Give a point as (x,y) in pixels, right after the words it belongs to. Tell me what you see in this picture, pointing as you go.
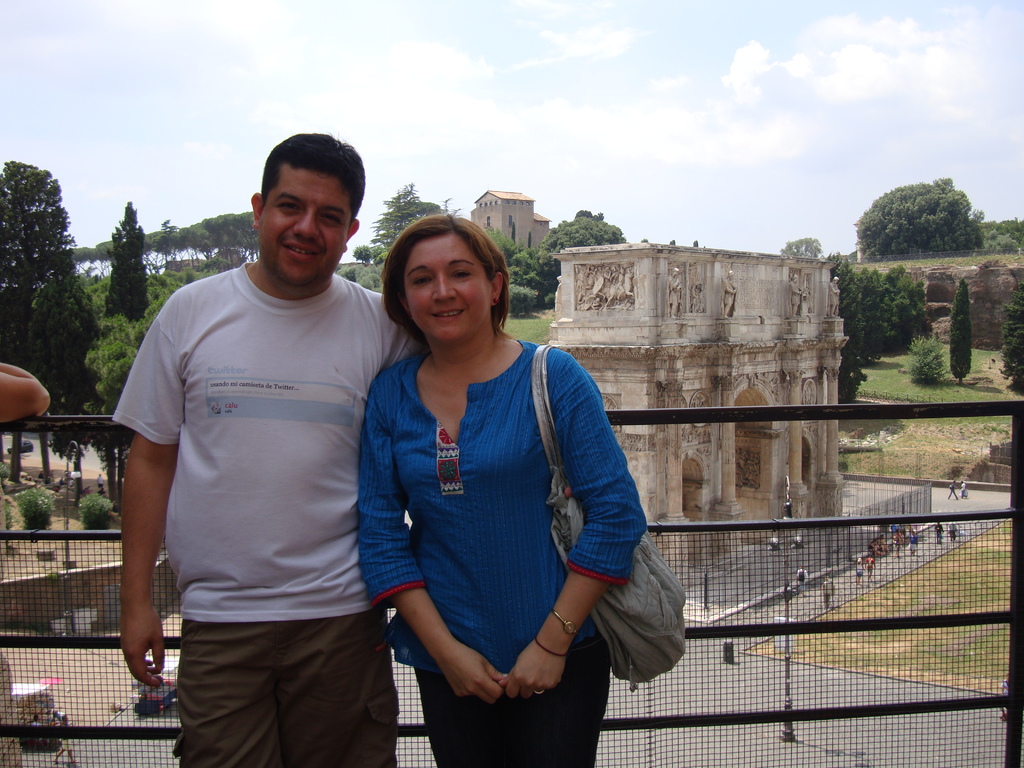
In this image we can see there are two persons (355,551) standing and at the back (72,722) we can see the fence (94,643) and buildings (739,467). At the bottom (878,543) we can see there are a few people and vehicles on the road (889,572). And there are trees (519,293), grass (515,325), light pole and the sky (697,101).
